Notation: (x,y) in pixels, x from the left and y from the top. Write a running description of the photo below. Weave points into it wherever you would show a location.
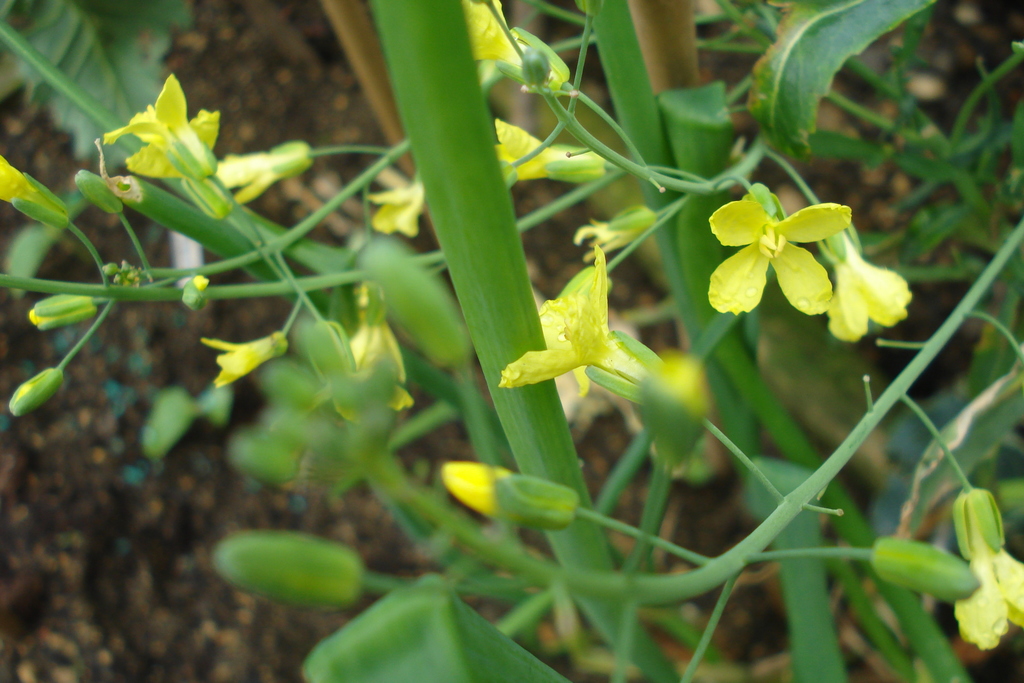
In this picture there are yellow color flowers (628,209) and buds (192,307) on the plant (775,463). At the bottom (142,571) there is mud (138,566).
